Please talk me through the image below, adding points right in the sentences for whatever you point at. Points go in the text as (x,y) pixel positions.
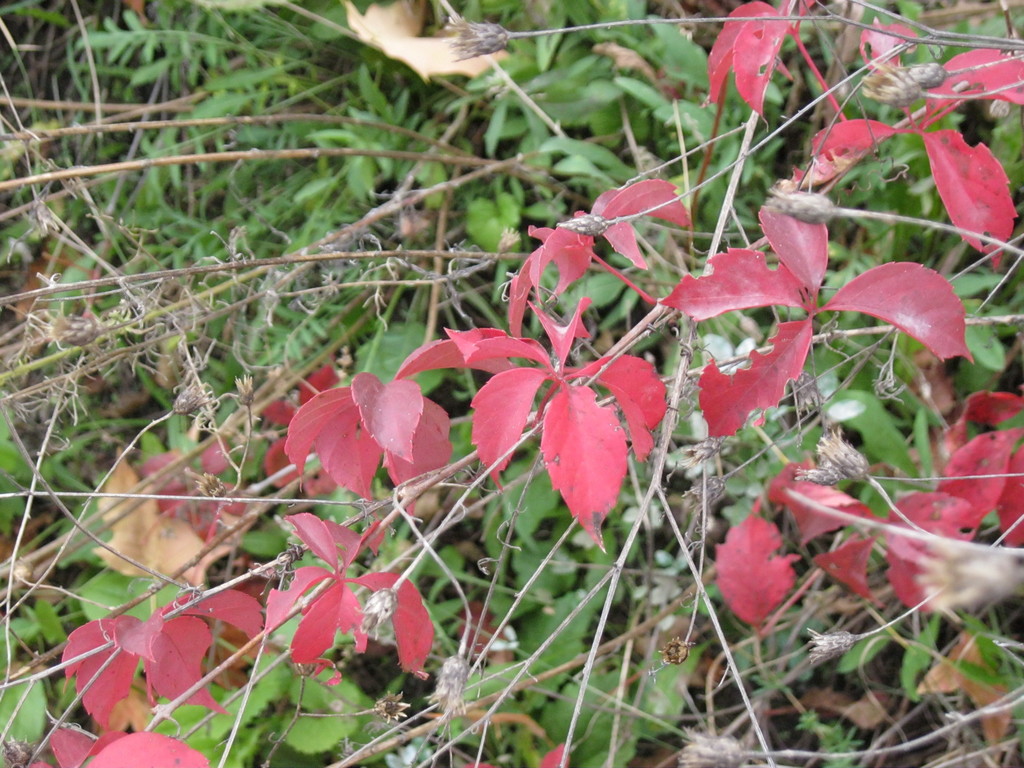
In this image I see the stems (410,155) on which there are leaves (557,86) which are of green and pink in color.
